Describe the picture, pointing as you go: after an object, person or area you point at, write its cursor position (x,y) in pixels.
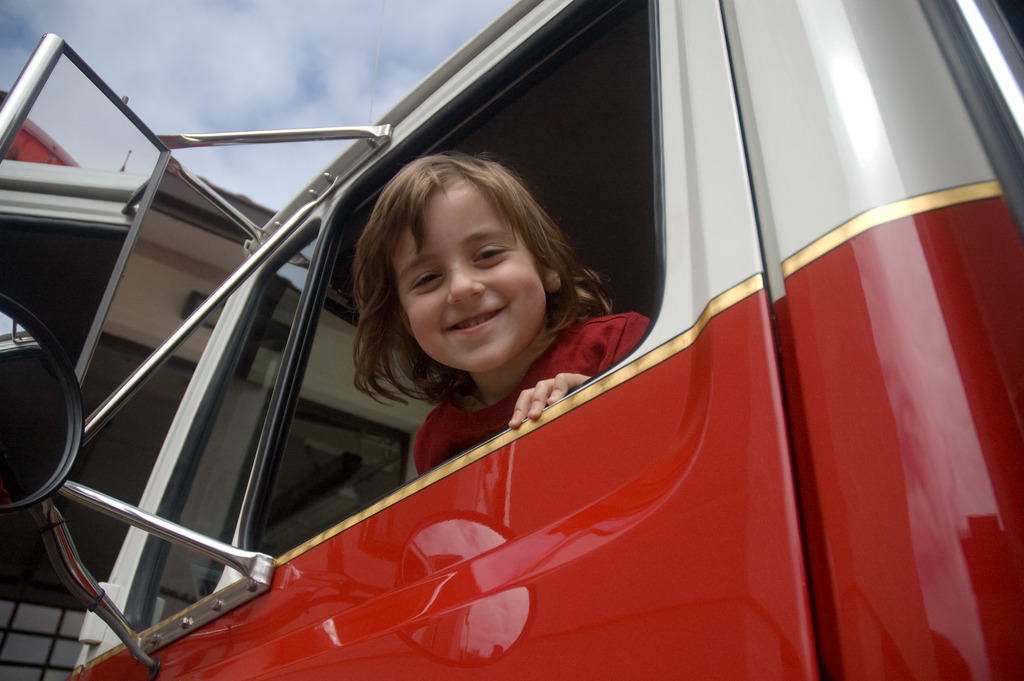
In the picture we can see a kid (505,421) wearing red color T-shirt (595,350) sitting in a vehicle (653,425) which is in red color and top of the picture (242,86) there is cloudy sky (206,60).
